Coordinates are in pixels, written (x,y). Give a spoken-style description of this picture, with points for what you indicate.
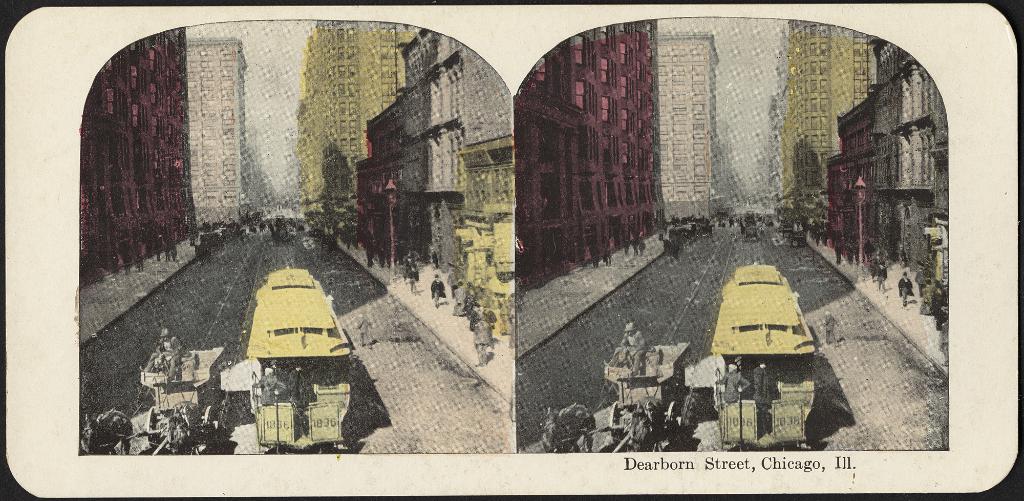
This is a collage image as we can see there is a streetcar (288,274) in the bottom of this image (276,379) and there are some persons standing in the background (269,230). There are some buildings (230,177) on the top of this image (211,150). There is one man (165,368) is driving a horse cart (168,407) in the bottom left side of this image (165,405), and there are some persons (437,301) standing on the right side of this image (924,279).
